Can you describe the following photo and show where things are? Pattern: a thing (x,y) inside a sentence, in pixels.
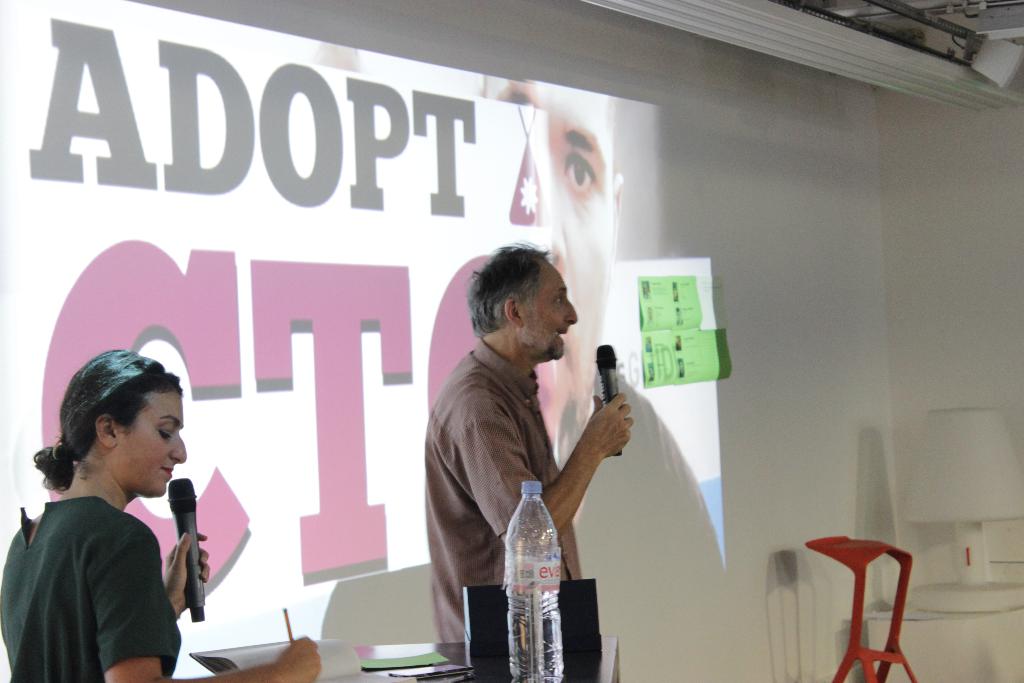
I can see the man (599,432) and woman (120,514) holding the mikes (180,498). This is the table (410,671) with a book (352,679), papers (415,660), water bottle (519,635) and a black color object (480,625) on it. I can see a lamp (970,504), which is white in color. This is the screen (544,183). These are the papers (692,312) attached to the wall (729,307).
